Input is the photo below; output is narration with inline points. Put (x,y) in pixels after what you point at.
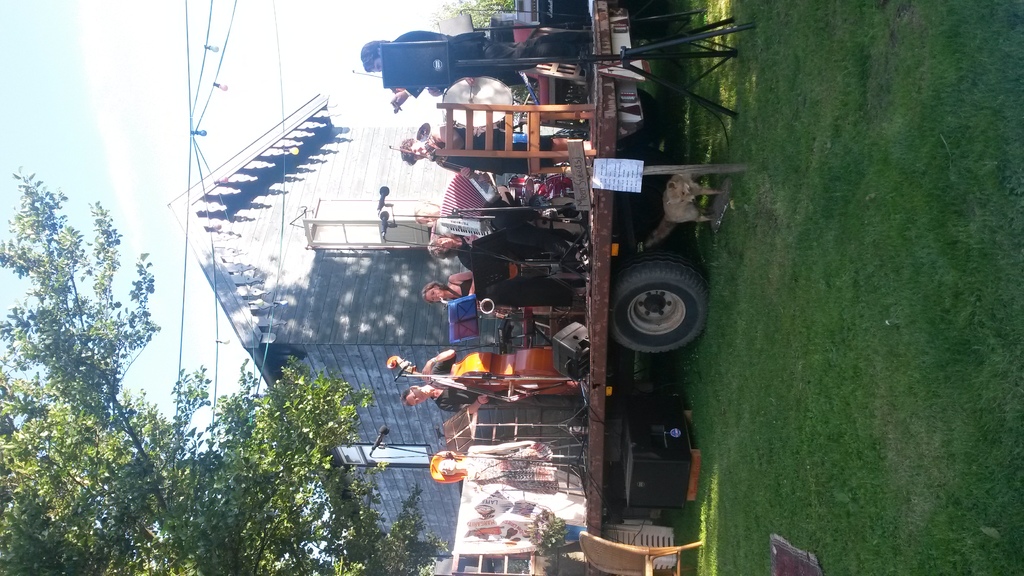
This image is in left direction. On the right side (884,224), I can see the grass (814,296). In the middle of the image (553,273) there are many people (524,145) standing on a truck (594,480) and playing some musical instruments (501,386). There are few mike stands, podium (452,314), bags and many other objects (494,489) are placed. At the bottom (603,565) there is a chair (628,561). At the top of the image (530,62) there is a metal stand (520,61). In the background (373,288) there is a building (348,212) and trees (138,445). On the left side (112,116), I can see the sky (94,119).
